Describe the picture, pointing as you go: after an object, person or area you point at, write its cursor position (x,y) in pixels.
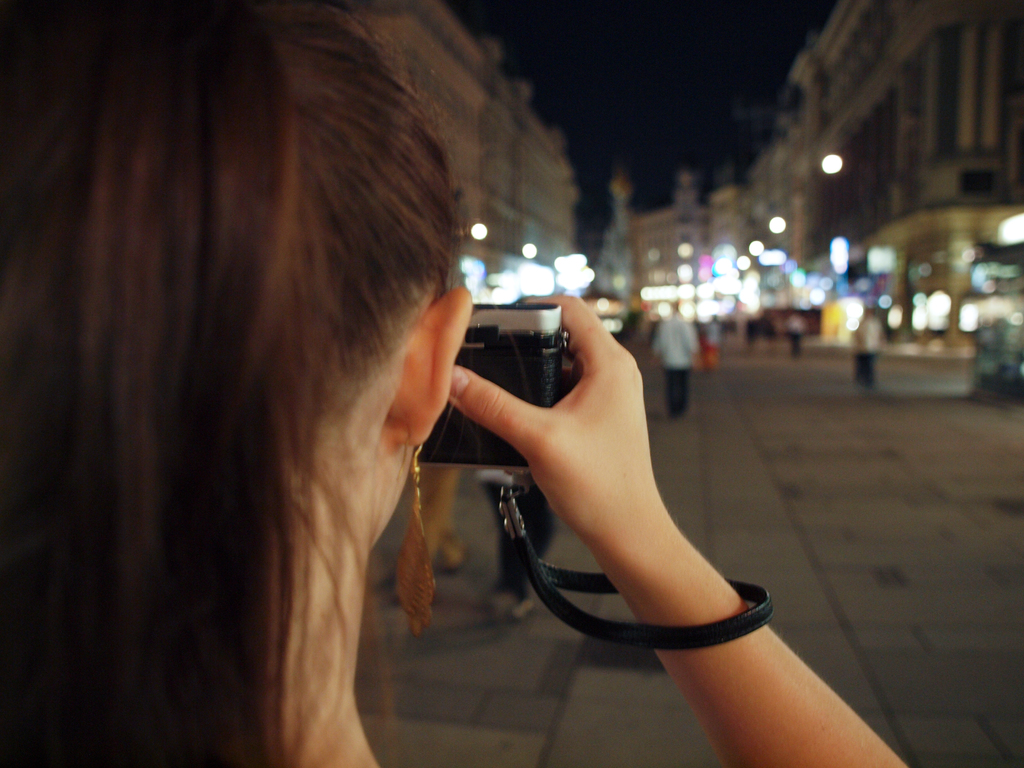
Here we can see a woman (438,386) with a camera (461,432) in her hand (509,415) and in front of her man (689,354) walking on the road (826,355) and buildings (676,209) present.
